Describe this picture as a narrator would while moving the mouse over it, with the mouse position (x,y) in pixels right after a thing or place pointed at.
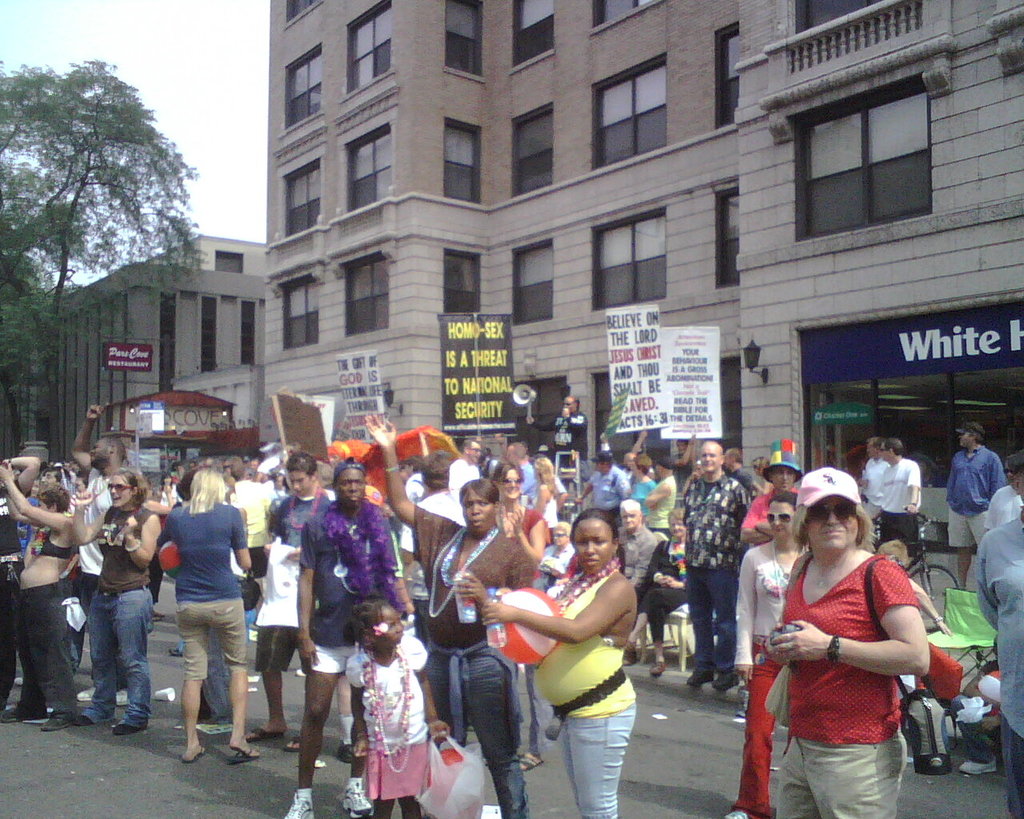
This is an outside view. Here I can see many people (364,556) are standing on the road (145,783) by holding boards (671,365) in the hands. In the background (487,184) there is a building (892,179) and trees (60,189). At the top of the image (182,70) I can see the sky (178,55).
